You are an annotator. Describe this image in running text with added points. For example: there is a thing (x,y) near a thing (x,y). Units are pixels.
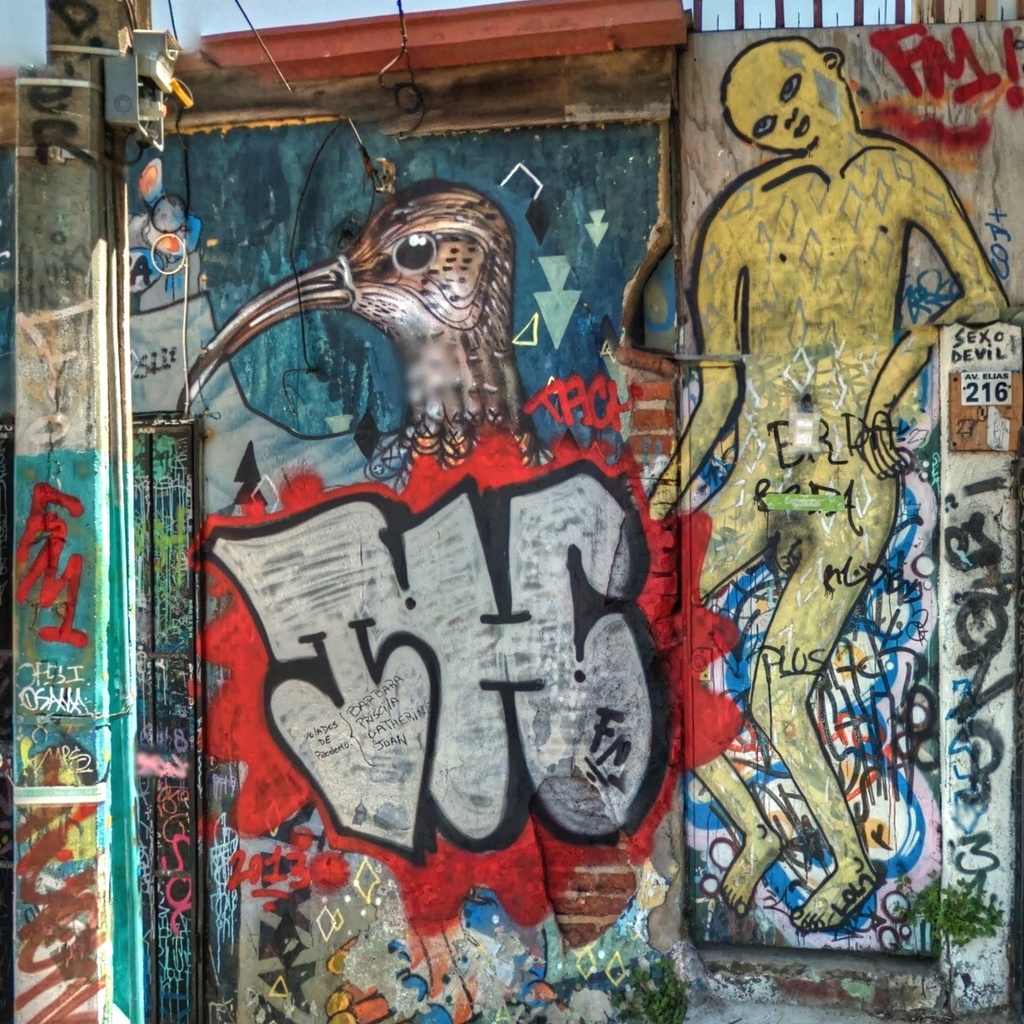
In this image there is a wall (924,139). There is a painting (541,511) on the wall (639,561). We can see a bird (404,350) and a human painting (830,569). There is a sky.
